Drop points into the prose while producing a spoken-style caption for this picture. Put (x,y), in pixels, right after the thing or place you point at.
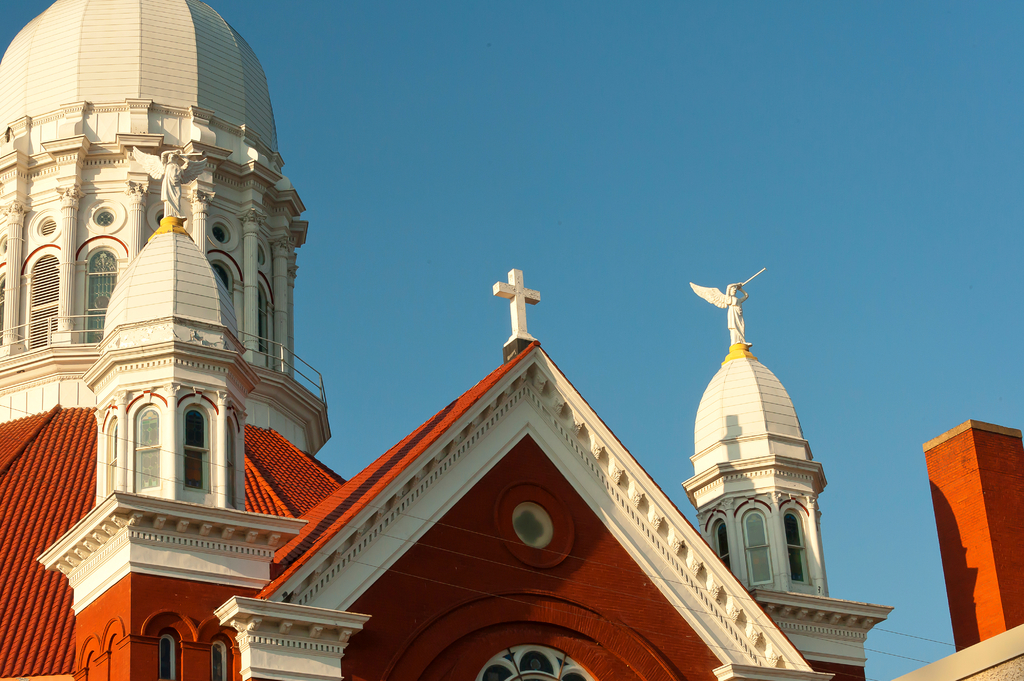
In this image, we can see a building (422,503) and at the top (522,145), there is sky (607,149).
